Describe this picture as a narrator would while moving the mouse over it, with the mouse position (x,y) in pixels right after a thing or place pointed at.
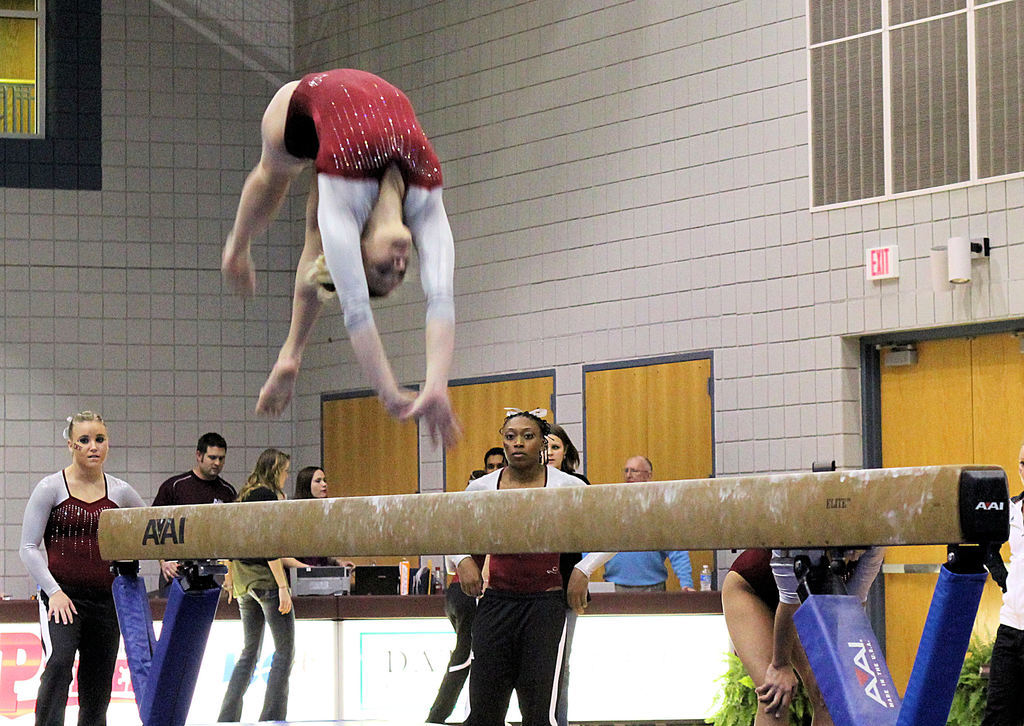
In this image one woman (427,267) is doing gymnastics at top of this image (314,227). There are some persons (665,574) at bottom of this image (647,569). There is a wall (649,93) in the background (545,254). There are some windows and doors (948,431) at right side of this image (951,444). There is one person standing at right side of this image (1008,612) and one person (796,599) is in squatting position and there is one person (549,558) standing in middle (526,472) is wearing white color dress (560,477) and there is a window (23,32) at left corner of this image (35,65). There is a table (648,619) at bottom of this image (405,633).
